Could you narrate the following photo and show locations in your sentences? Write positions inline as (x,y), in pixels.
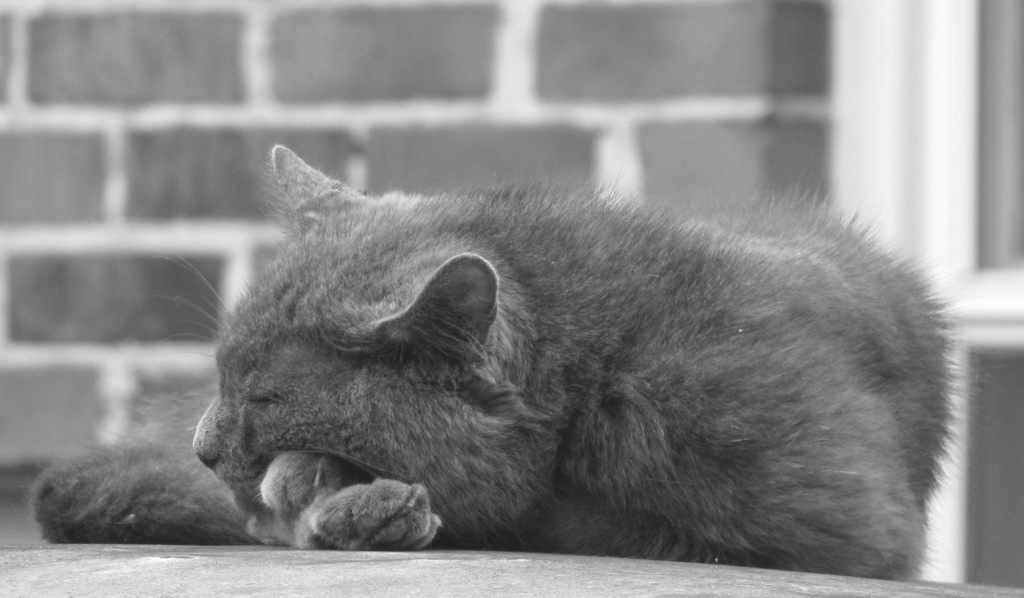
In this picture there is a cat (778,290) in the center of the image (646,261), on the floor (585,590).
